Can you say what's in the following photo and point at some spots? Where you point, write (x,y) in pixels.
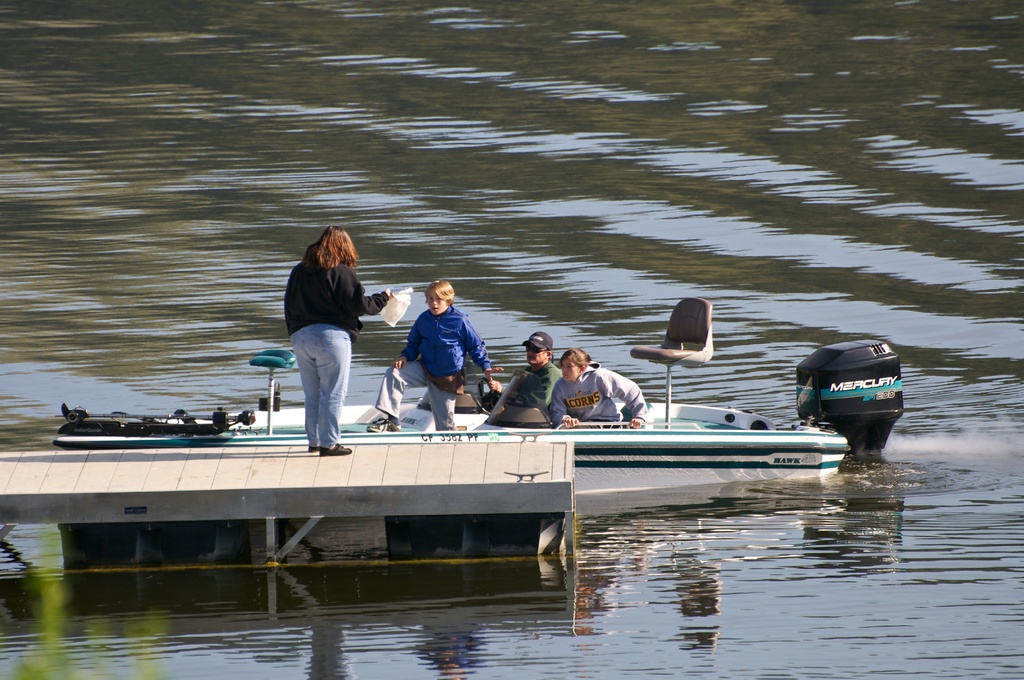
In the center of the image (445,442) we can see a boat (678,452) and there are people (598,400) in the boat (519,415). At the bottom (555,612) there is water (806,603).
